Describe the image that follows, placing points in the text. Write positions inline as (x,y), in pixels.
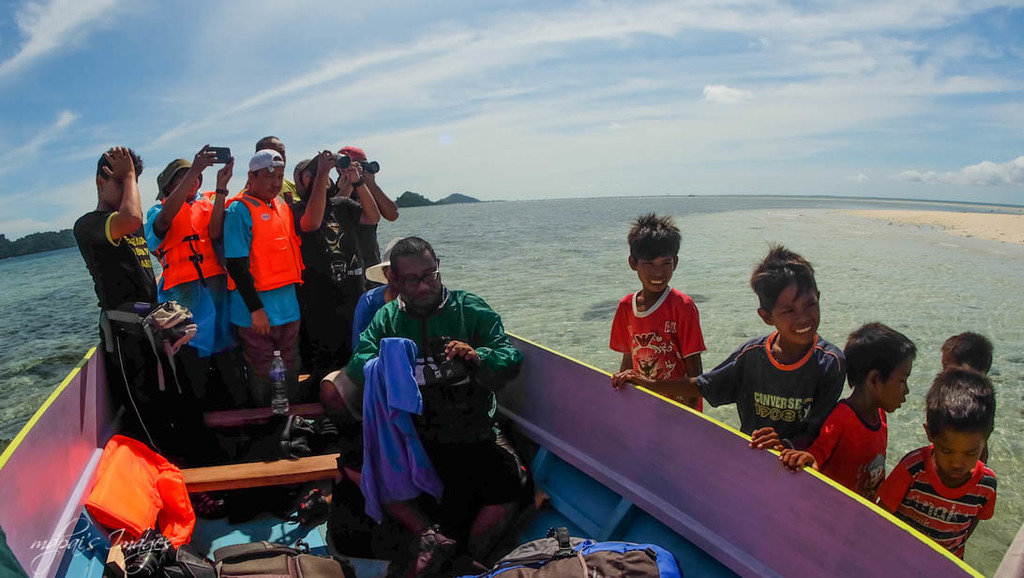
As we can see in the image there are few people (957,382) here and there, boat (314,543), water (519,265), sky (561,44) and clouds (496,54). In the background (36,242) there are trees (48,248).
